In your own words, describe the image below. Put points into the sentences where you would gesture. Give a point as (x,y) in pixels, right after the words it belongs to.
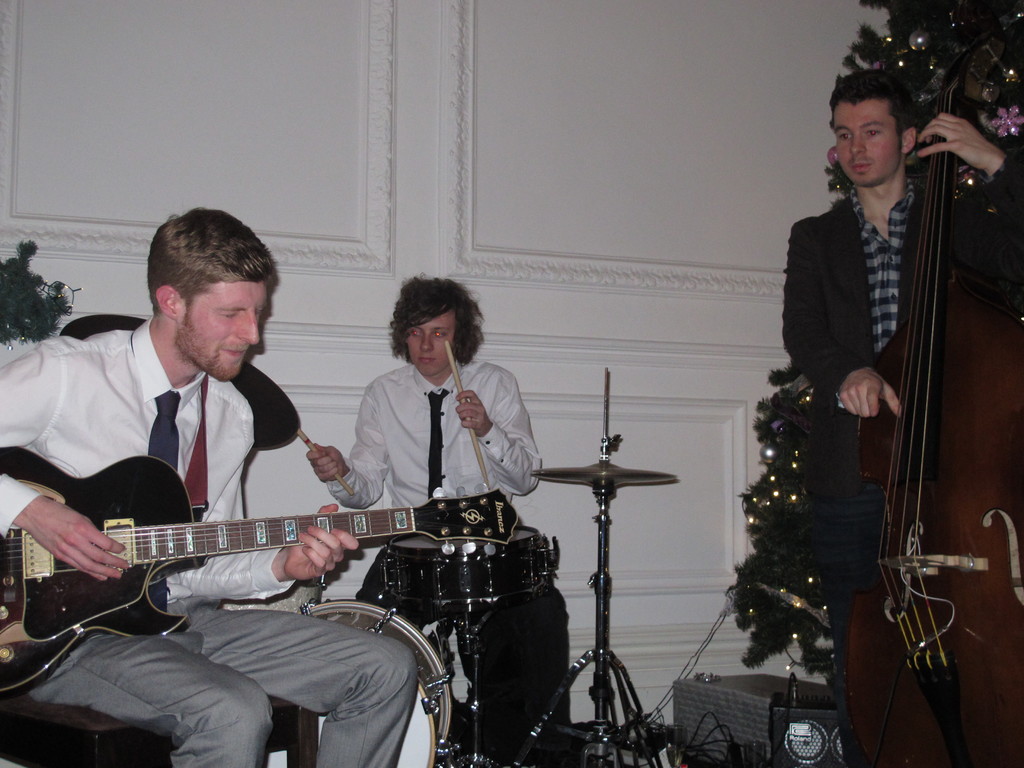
In this picture there is a person (996,204) holding a double bass (938,342) and standing on the right (915,706), there is another person (510,465) playing the drum set (503,595) and on to left (154,659) there is a person (24,363) who is playing the guitar (275,527) in the backdrop (765,577) there is a Christmas tree (938,43) and a wall (451,97).
